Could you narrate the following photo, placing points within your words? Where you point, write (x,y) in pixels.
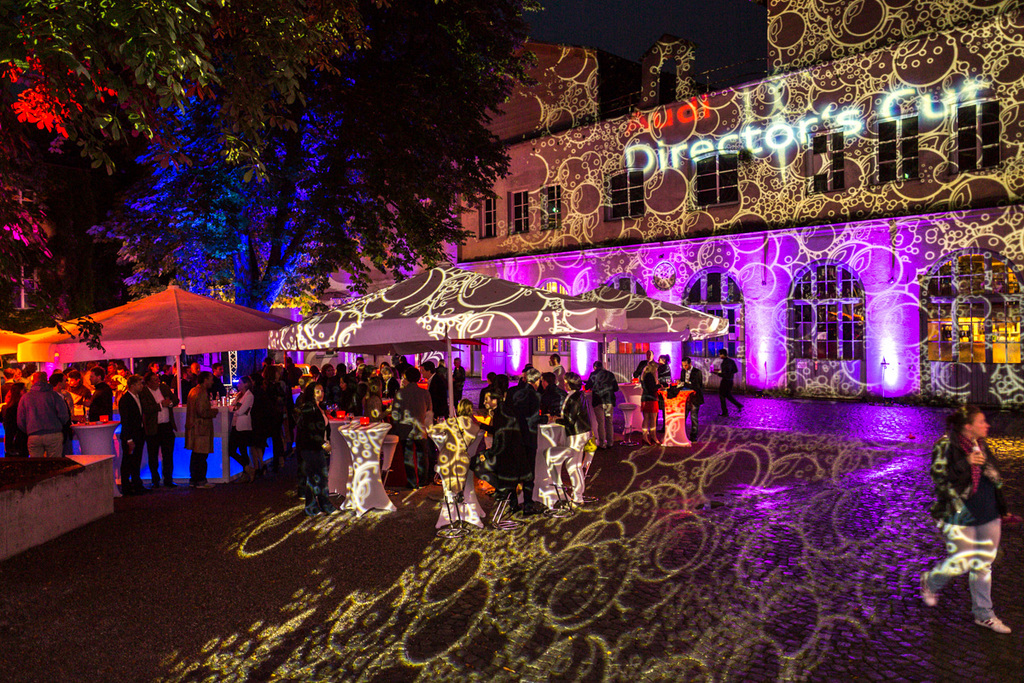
In this image, there are tables (686,407) and groups of people (313,427) standing under the patio umbrellas (330,345). On the right side of the image (970,528), I can see a person (981,582) walking. There are trees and I can see a building (500,208) with windows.
